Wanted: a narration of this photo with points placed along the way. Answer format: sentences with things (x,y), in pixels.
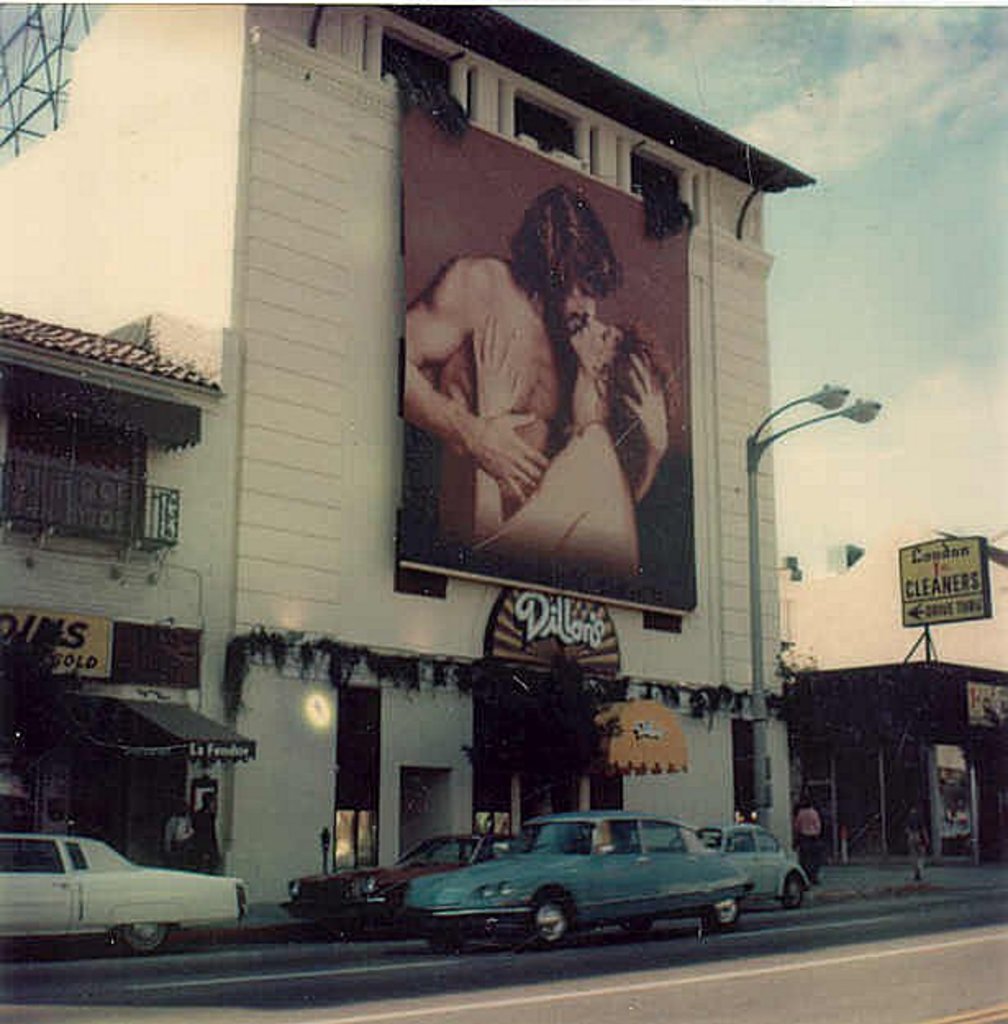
In the image we can see there are many vehicles (534,850) on the road (614,921), this is a building (316,596), light (311,697), light pole (750,565) and poster (578,388). We can even see there are people (808,827) on the footpath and a cloudy sky (896,233). This is a fence (64,511).
